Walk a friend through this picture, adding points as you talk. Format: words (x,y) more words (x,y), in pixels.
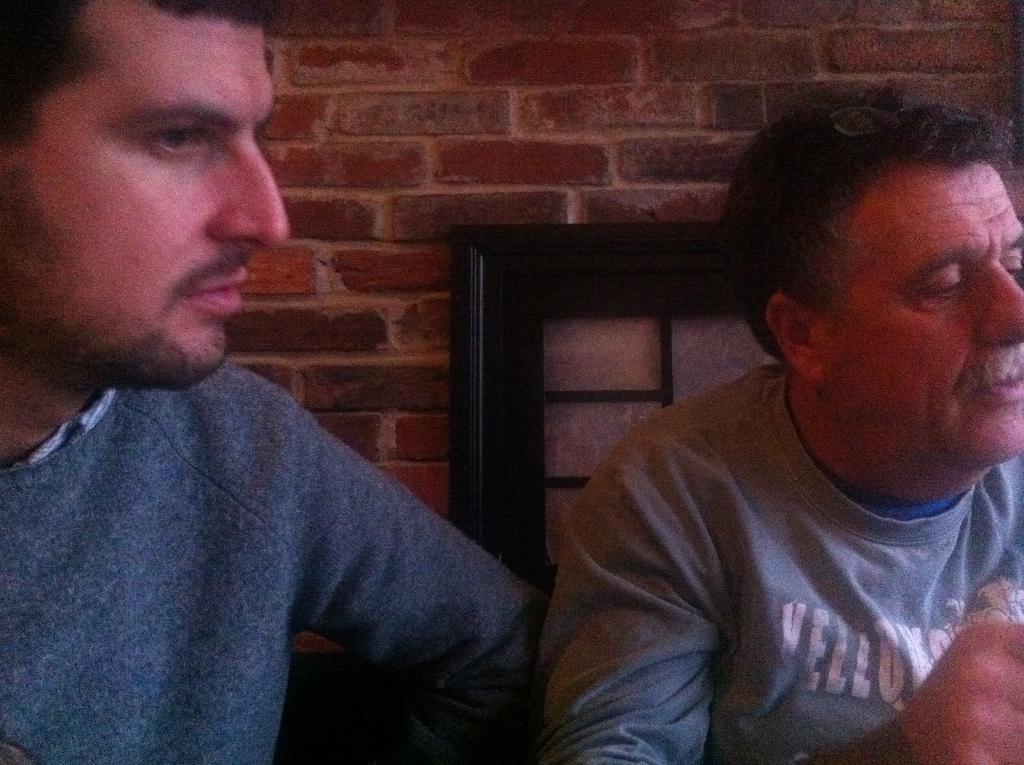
The man (684,518) in the right corner of the picture (822,512) wearing a grey t-shirt (715,617) is sitting on the chair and he is trying to talk something. Beside him, the man (305,476) in grey jacket (251,430) is sitting. Behind them, we see a window (502,288) and a wall (370,141) which is made up of red colored bricks (604,203).
